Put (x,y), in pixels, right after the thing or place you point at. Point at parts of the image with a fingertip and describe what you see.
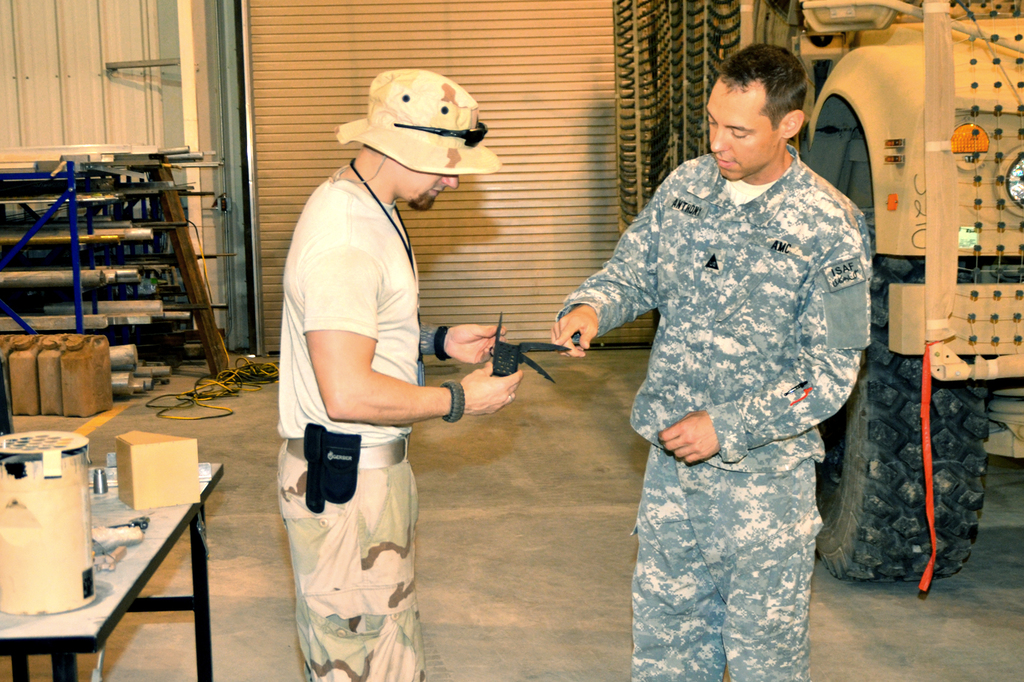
In this image there are two army personnel (422,401) standing and talking with each other, on the right of the image (876,219) there is a truck (904,220), on the left of the image (150,512) there is a table (128,552) and there are few objects (67,377) on the floor (78,427).
